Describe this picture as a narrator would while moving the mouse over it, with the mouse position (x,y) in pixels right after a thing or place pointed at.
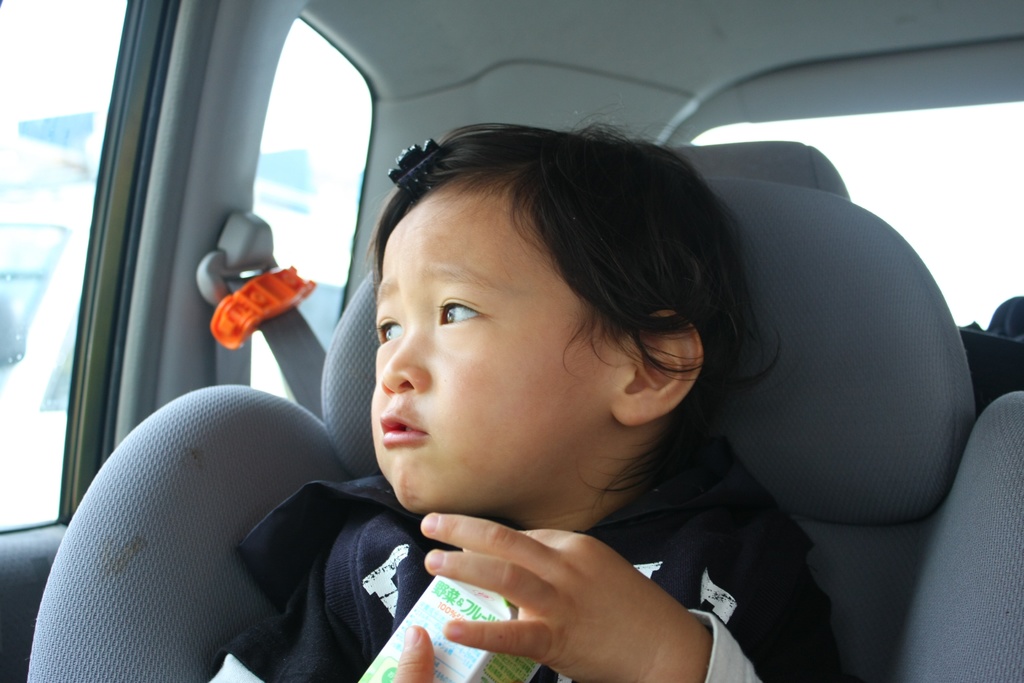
This is an inside view of a car (1019,355). Here I can see a baby (625,575) wearing blue color dress (718,590), sitting on a seat (910,627), holding a juice carton (437,622) in hands (483,556) and looking towards the left side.
